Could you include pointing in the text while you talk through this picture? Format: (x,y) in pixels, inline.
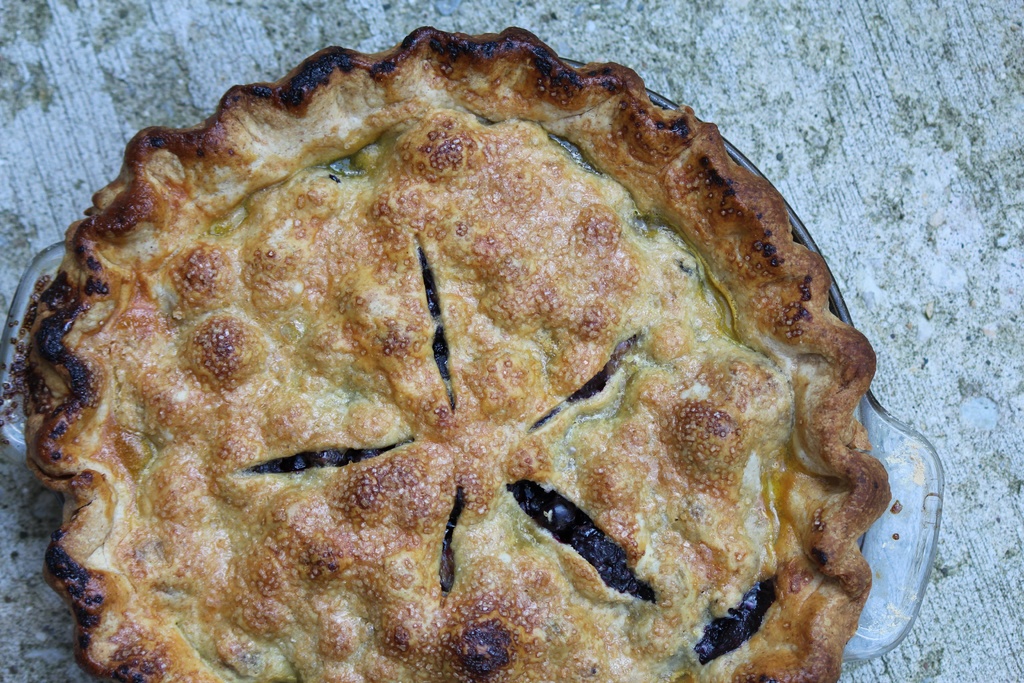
This looks like a blueberry pie (499,415), which is kept in a glass plate (884,432). This plate (890,544) is placed on the stone surface (886,171).
